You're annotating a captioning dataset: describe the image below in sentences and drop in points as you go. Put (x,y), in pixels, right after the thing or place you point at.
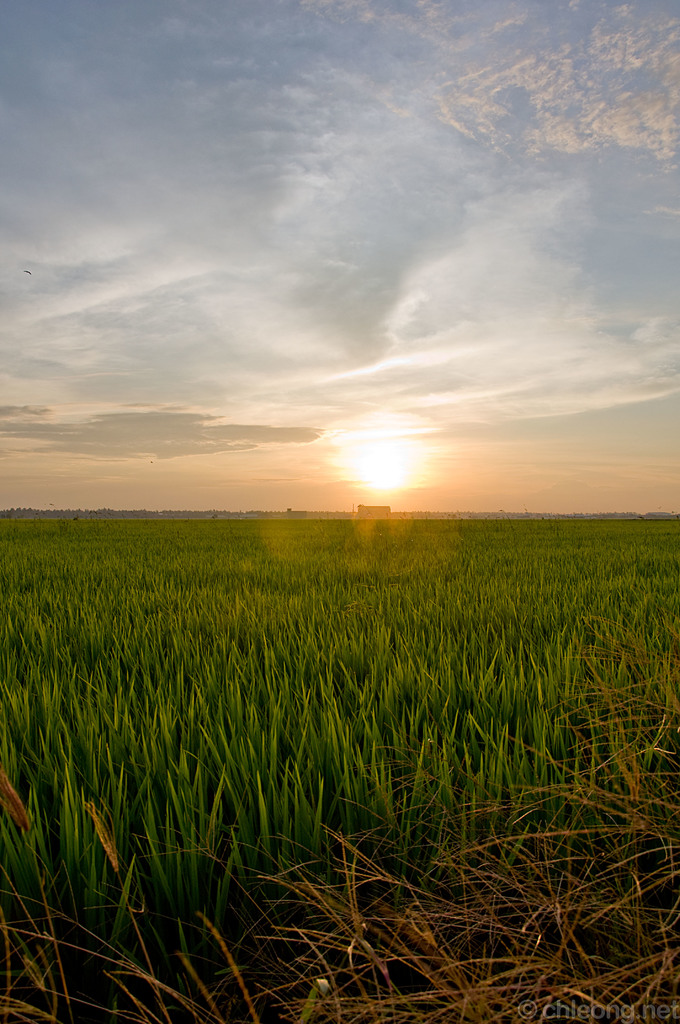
In this image we can see fields (488,701), one building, some trees (70,511) and at the top (416,263) there is the sun (368,461) in the sky (360,471).
